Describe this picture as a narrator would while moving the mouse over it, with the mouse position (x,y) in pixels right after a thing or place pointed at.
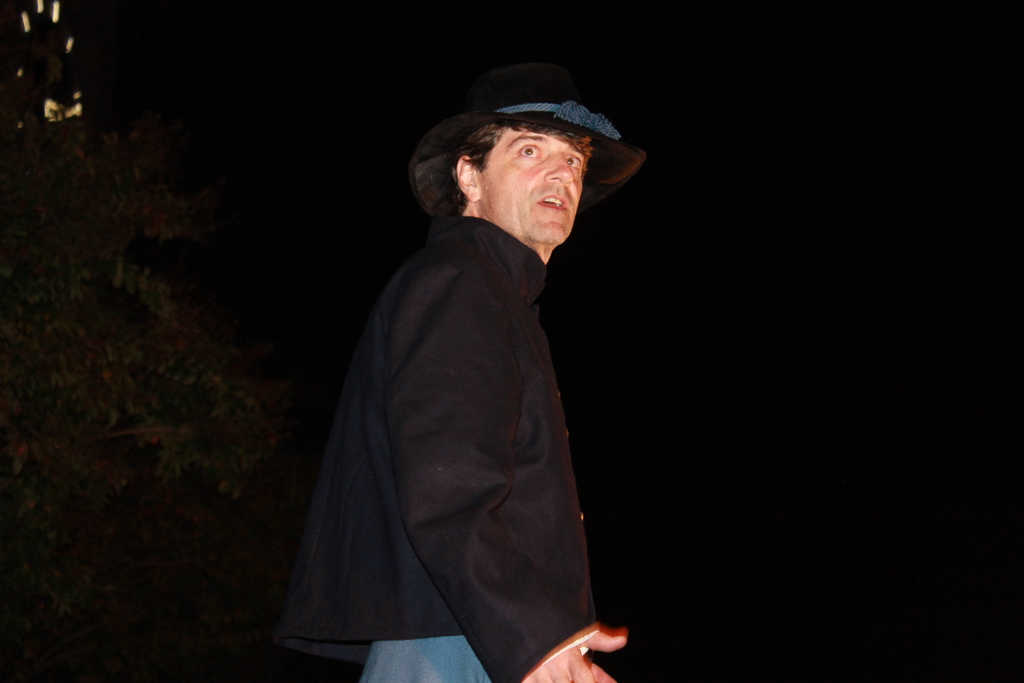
In the center of the picture (434,312) there is a person (504,384) wearing a black coat (475,315) and a hat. The background (606,99) is dark.
